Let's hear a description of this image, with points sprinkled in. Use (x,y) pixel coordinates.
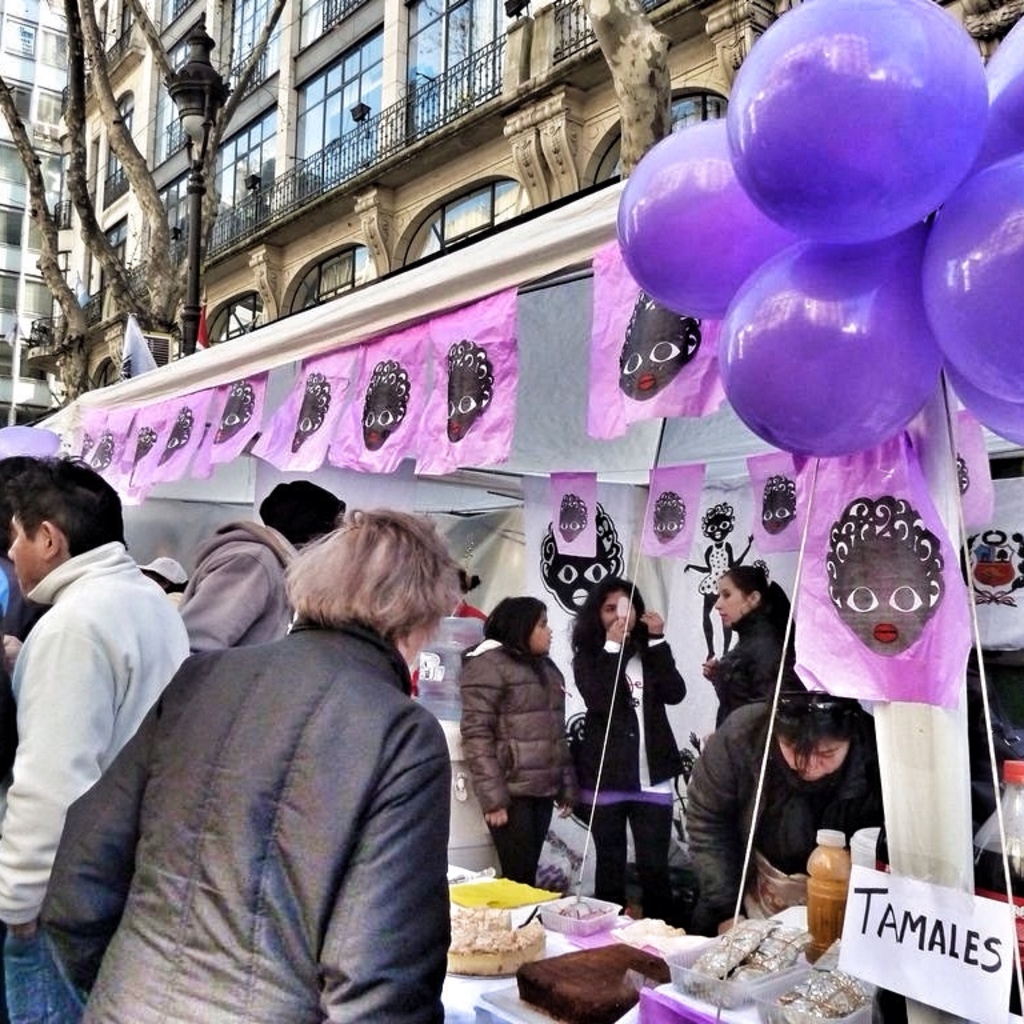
There is a stall (613,544) on the side of the road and there are some people (290,764) standing in front of the stall (141,515). One woman (250,753) and two men (125,662) standing there. Inside the stall (678,653) there are four women (683,696) and there are some balloons (866,299) hanging outside the stall (849,536). There is a street light (194,282) behind the stall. There is a tree (143,302) in front of a building (138,236) and in the background (309,302) there is a building (341,83) with windows (341,86) covered with glasses (323,93). There is a railing (309,175) in front of the windows (348,97). And there are some food items (584,968) in the stall (646,969) which are placed on the table (616,956).
